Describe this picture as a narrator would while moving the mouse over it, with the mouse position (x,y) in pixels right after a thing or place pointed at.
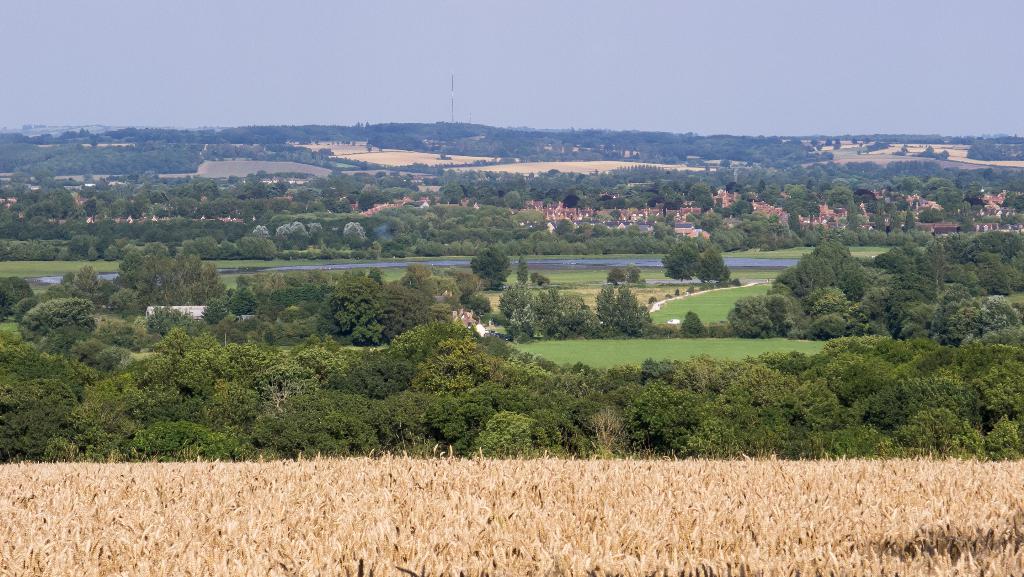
In this picture we can see plants (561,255), trees (625,273), water (549,263), grass (700,305), buildings (458,310), pole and in the background (494,61) we can see the sky (494,61).
